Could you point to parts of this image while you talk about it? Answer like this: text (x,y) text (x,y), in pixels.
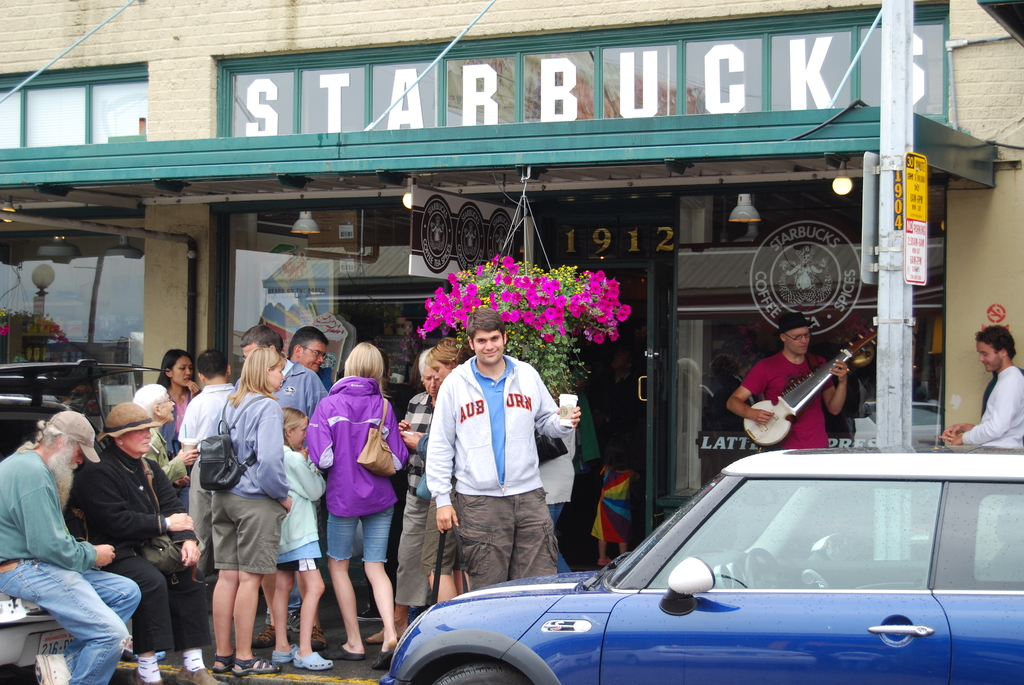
There are few people (254,449) standing and two people (91,527) sitting. This looks like a small flower pot (528,290) hanging. This is the coffee shop (560,96) as written on the name board (768,82). Here is the man (763,385) standing and playing some musical Instrument (806,394). This is a car (583,606) which is blue in color.
